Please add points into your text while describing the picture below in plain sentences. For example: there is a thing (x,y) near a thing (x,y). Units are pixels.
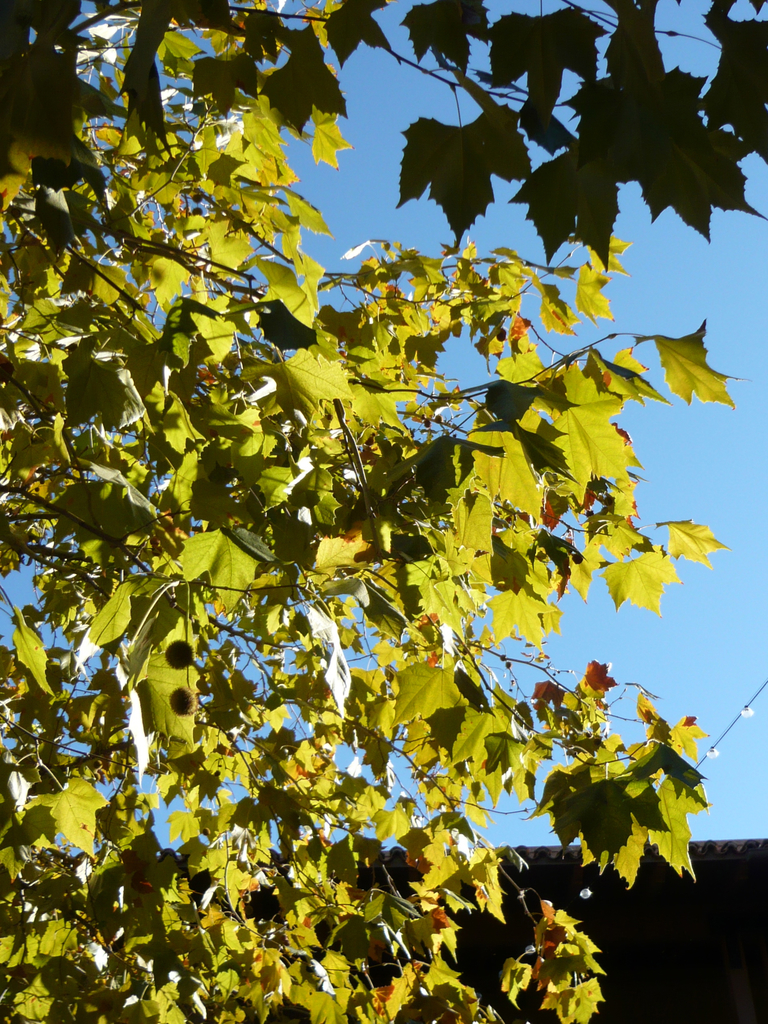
There are few leaves (452,466) which are green in color and the sky (377,224) is blue in color.
